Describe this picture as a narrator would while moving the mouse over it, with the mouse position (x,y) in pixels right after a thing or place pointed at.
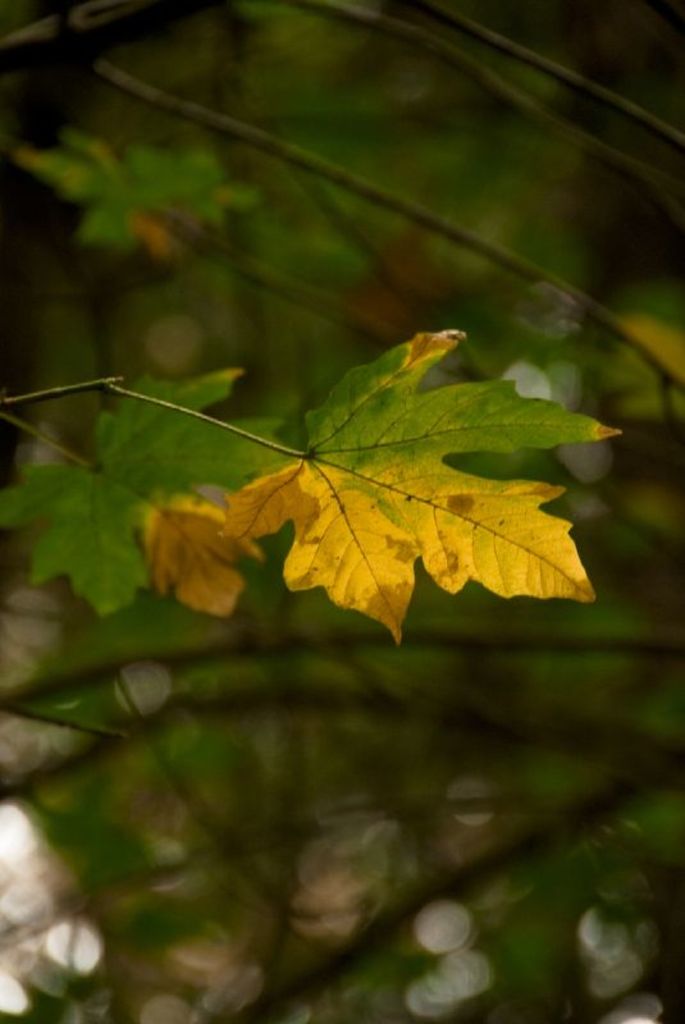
In this image we can see a leaf (422,507), there are trees (219,128), there it is blurry.
